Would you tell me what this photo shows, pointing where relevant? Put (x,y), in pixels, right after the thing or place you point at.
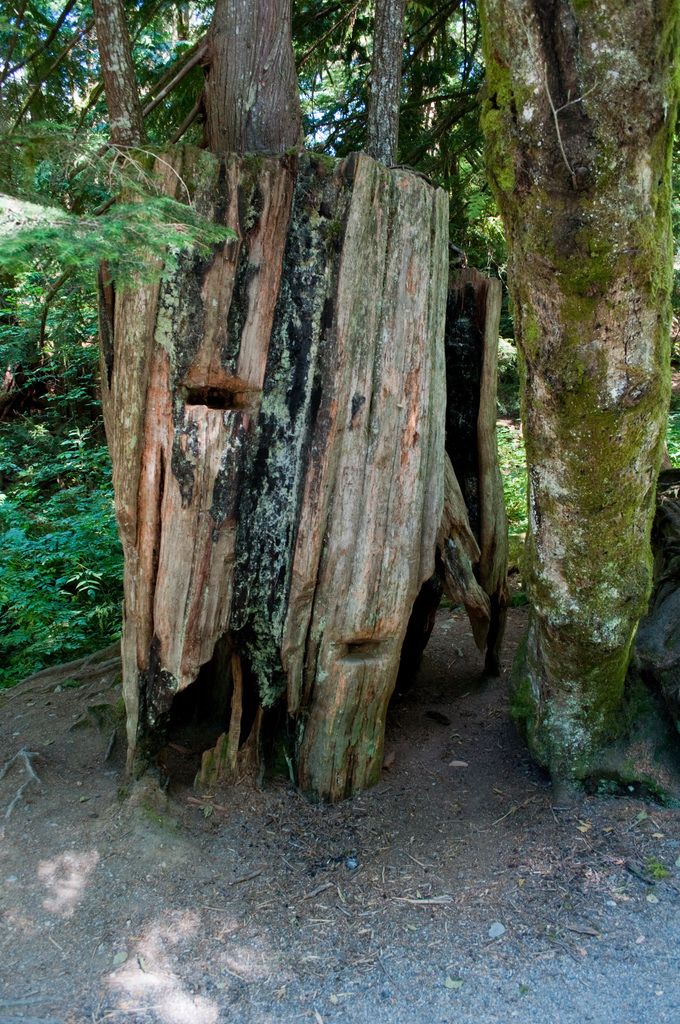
In this image I can see the wooden object (230,317), many trees (440,122) and the sky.
